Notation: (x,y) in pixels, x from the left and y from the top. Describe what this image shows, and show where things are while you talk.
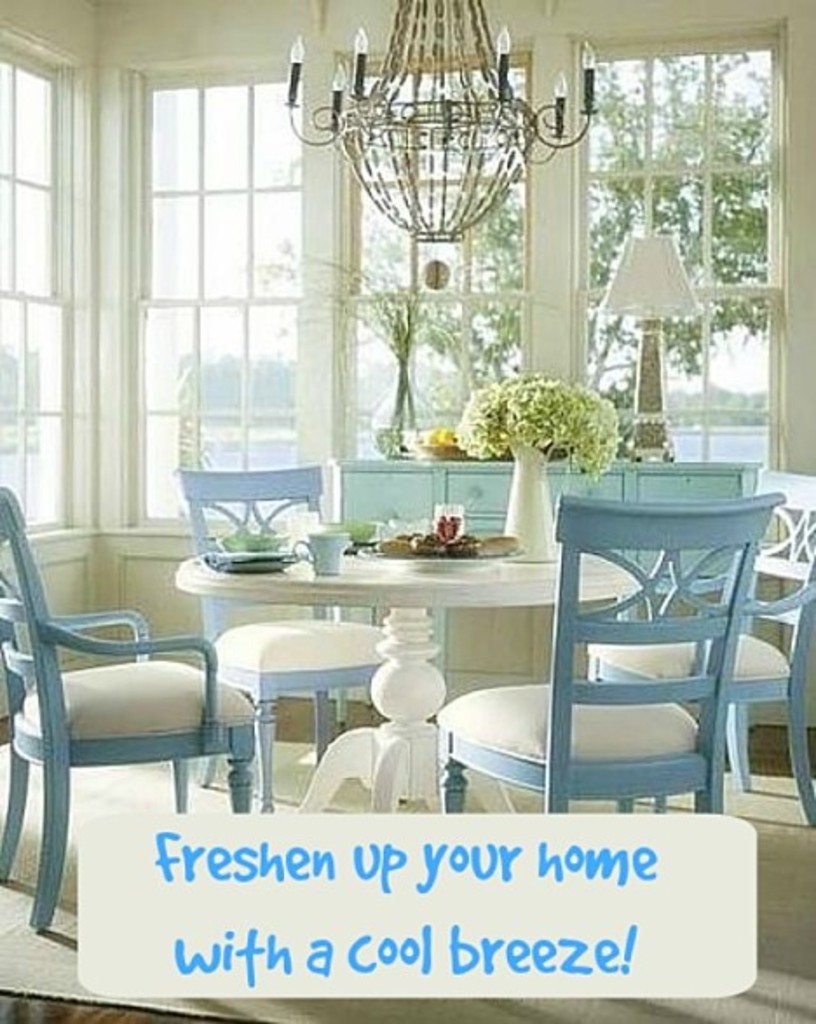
In this picture we can see blue and white color dining table (418,636) in the middle of the image (417,591). Behind there is a white color glass windows (376,291) and hanging chandeliers (458,56). On the front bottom side there is a small quote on the image.
